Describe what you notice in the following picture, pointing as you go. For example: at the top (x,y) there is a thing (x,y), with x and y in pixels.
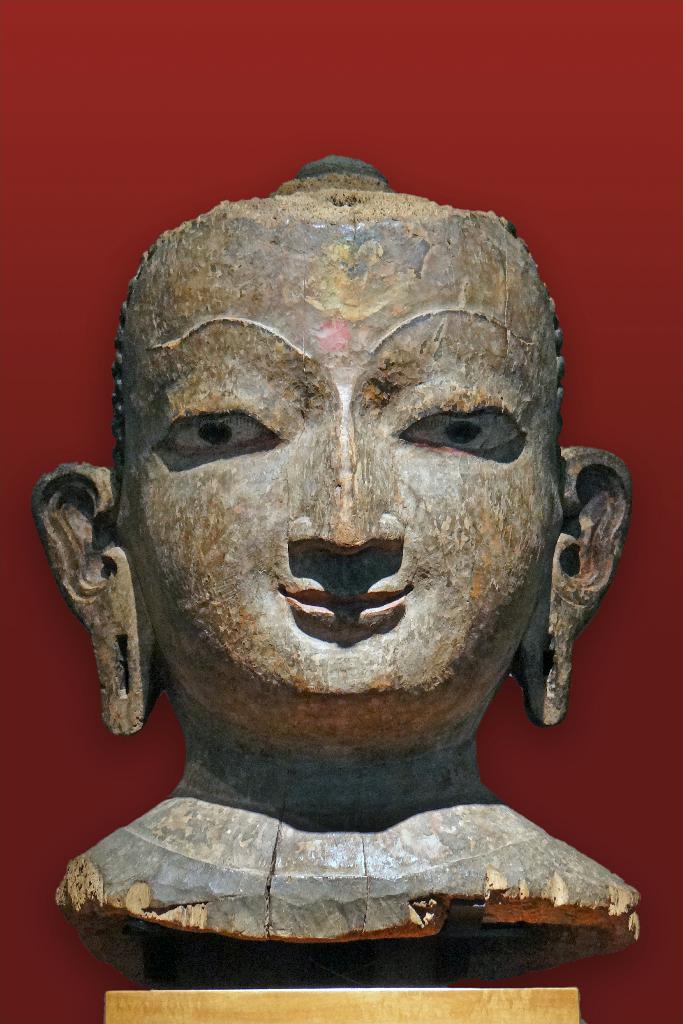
In this image I can see the statue (287,641) of the person's face (223,646). And there is a red color background (69,86).
